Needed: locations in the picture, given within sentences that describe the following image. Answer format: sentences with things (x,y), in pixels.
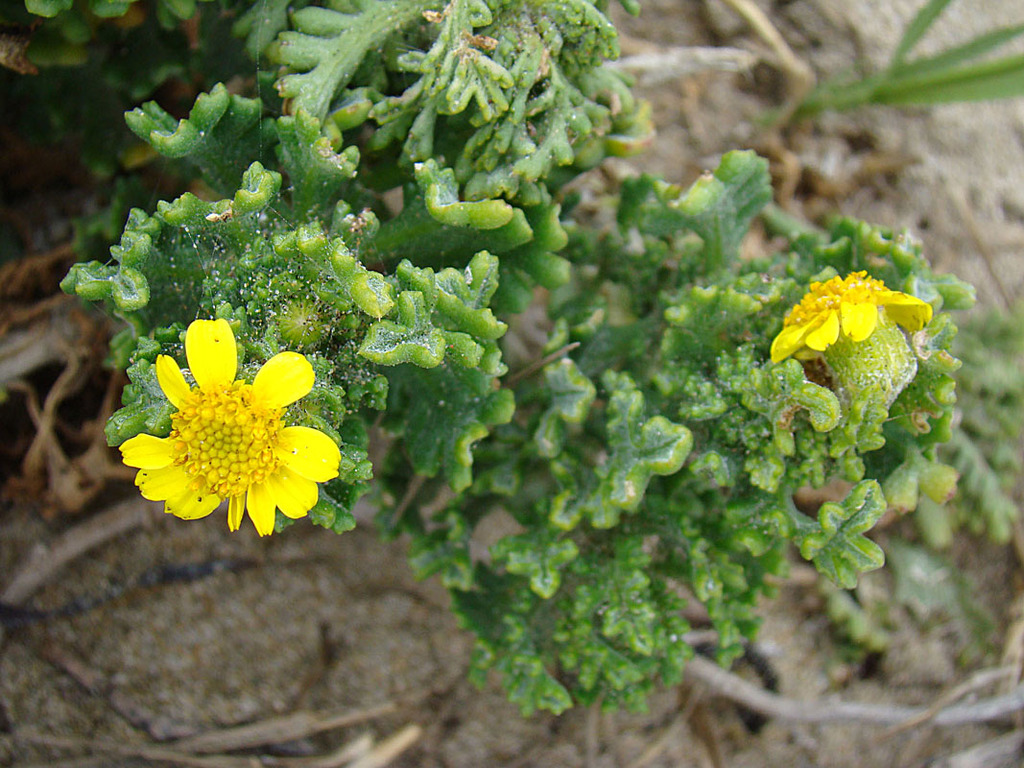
In the foreground of this picture (466,344), there is a plant (724,446) to which two yellow colored flowers (841,340) are present to it. In the background (876,141), there are sticks (110,535) and the sand (311,675).
